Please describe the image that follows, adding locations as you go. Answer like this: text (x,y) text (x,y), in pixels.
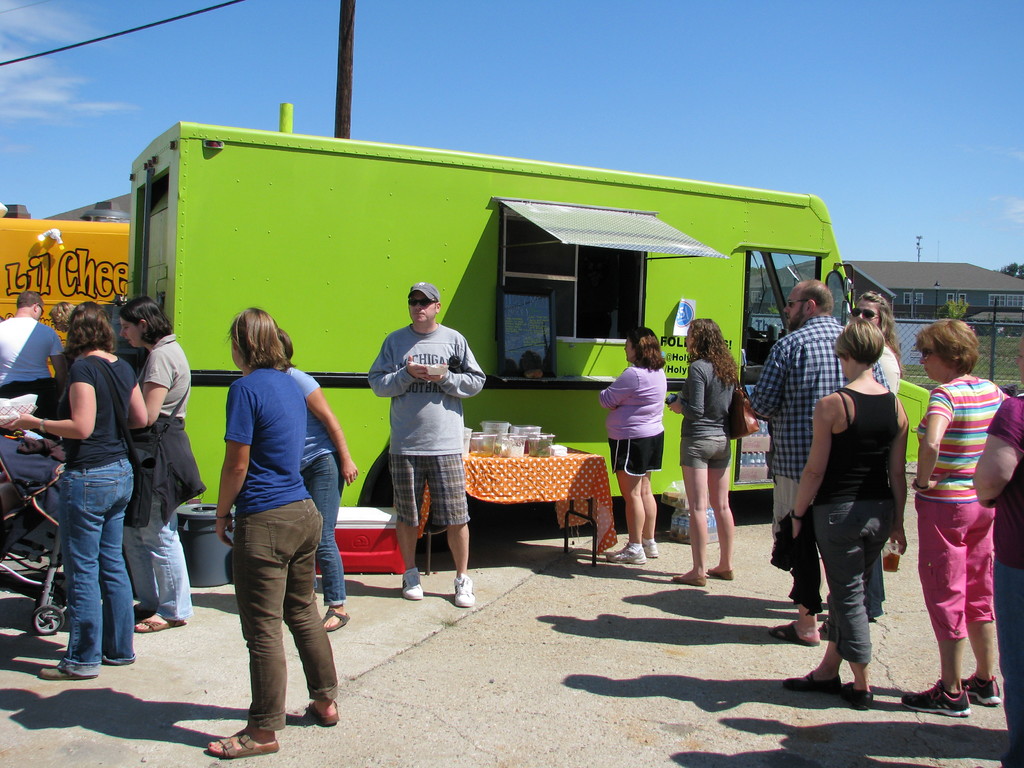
In this image I can see people (329,506) standing among them some are holding objects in their hands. Here I can see a green color food truck (365,313), a table (550,469) on which has some objects (511,451). In the background (904,354) I can see fence (917,342), buildings (889,276) and the sky (721,118).
